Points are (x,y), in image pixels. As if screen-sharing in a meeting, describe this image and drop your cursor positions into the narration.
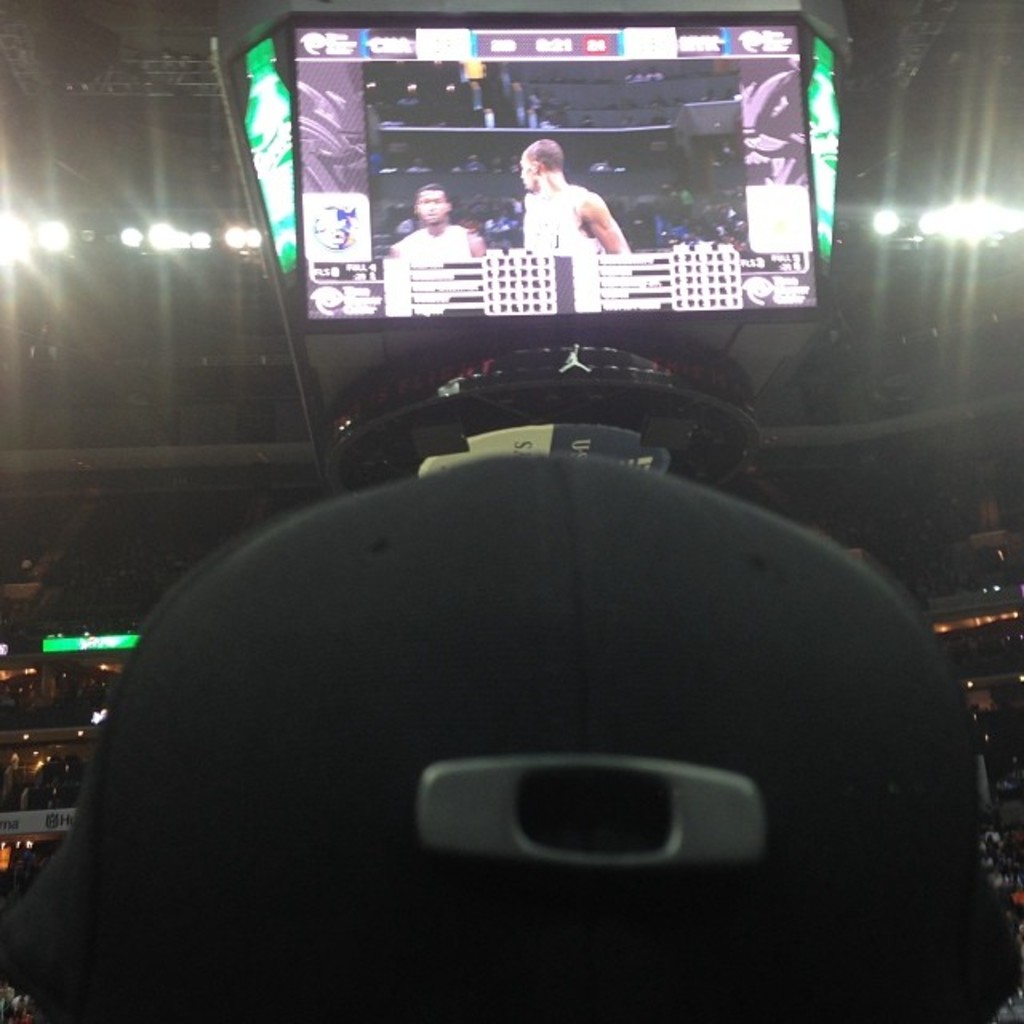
In this picture we can see screens (743,302), here we can see lights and some objects (777,659).
